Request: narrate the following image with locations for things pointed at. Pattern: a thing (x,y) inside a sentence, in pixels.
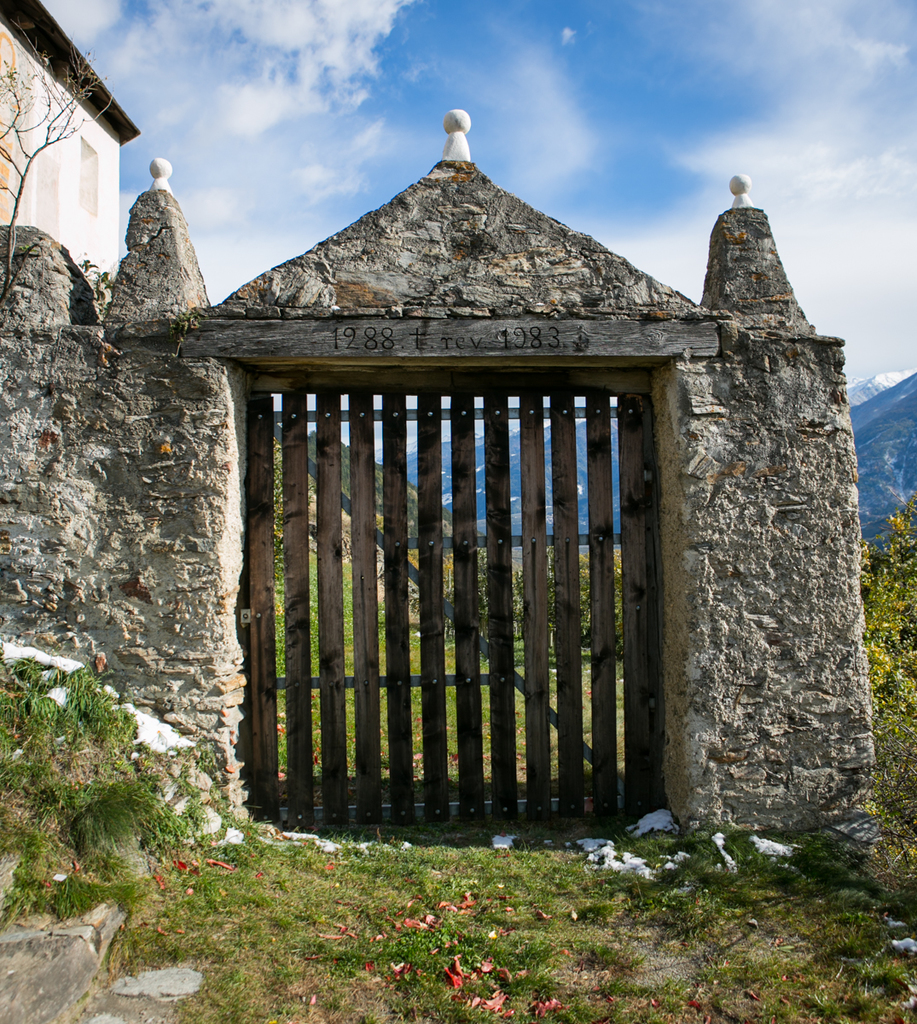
As we can see in the image there is a wall (86,427), building (128,135), sky (411,121), clouds (895,345), grass (544,909), trees (885,679), hills (902,402) and gate (505,534).
